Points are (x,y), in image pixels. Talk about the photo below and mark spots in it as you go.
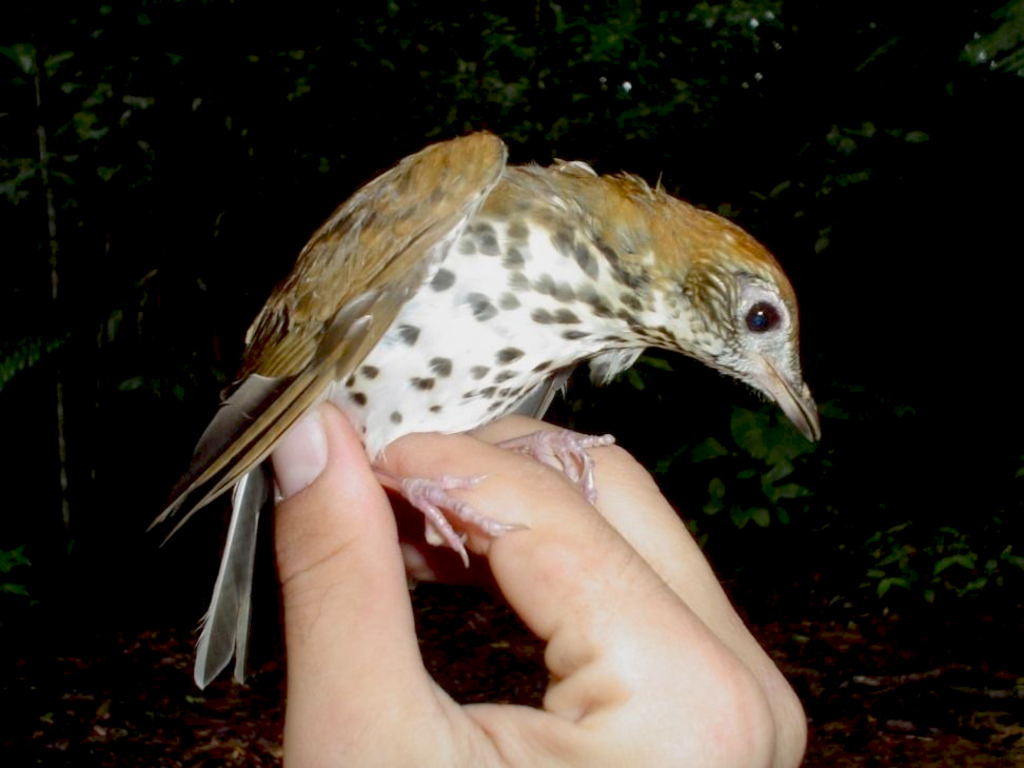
In this picture we can see a bird (453,315) and fingers (375,681), in the background (716,132) we can see few trees (544,105).
